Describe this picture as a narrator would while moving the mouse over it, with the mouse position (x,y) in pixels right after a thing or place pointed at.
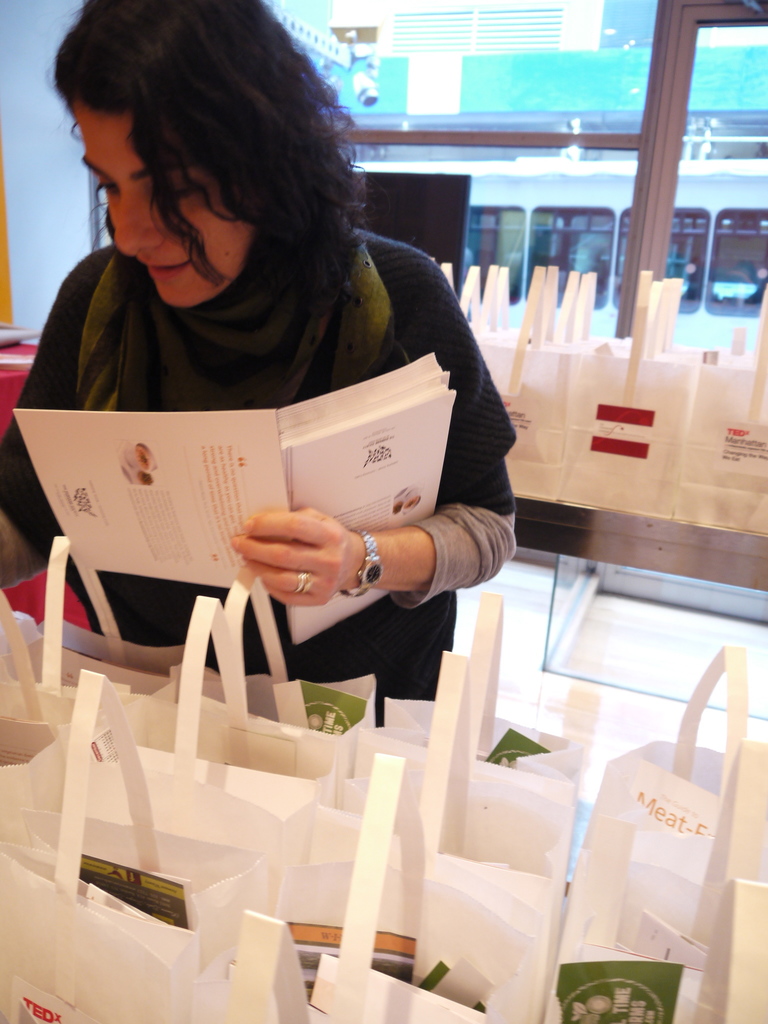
On the left side of the image (187,326) we can see a lady (74,388) is standing and holding the cards (315,472) in her hands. At the bottom of the image (446,920) we can see carry bags (444,845) are there. At the top of the image (593,150) we can see a building (525,110), wall (73,138), cc camera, door (681,150), glass (572,194) are present. In the middle of the image (510,611) floor (510,611) is there.
